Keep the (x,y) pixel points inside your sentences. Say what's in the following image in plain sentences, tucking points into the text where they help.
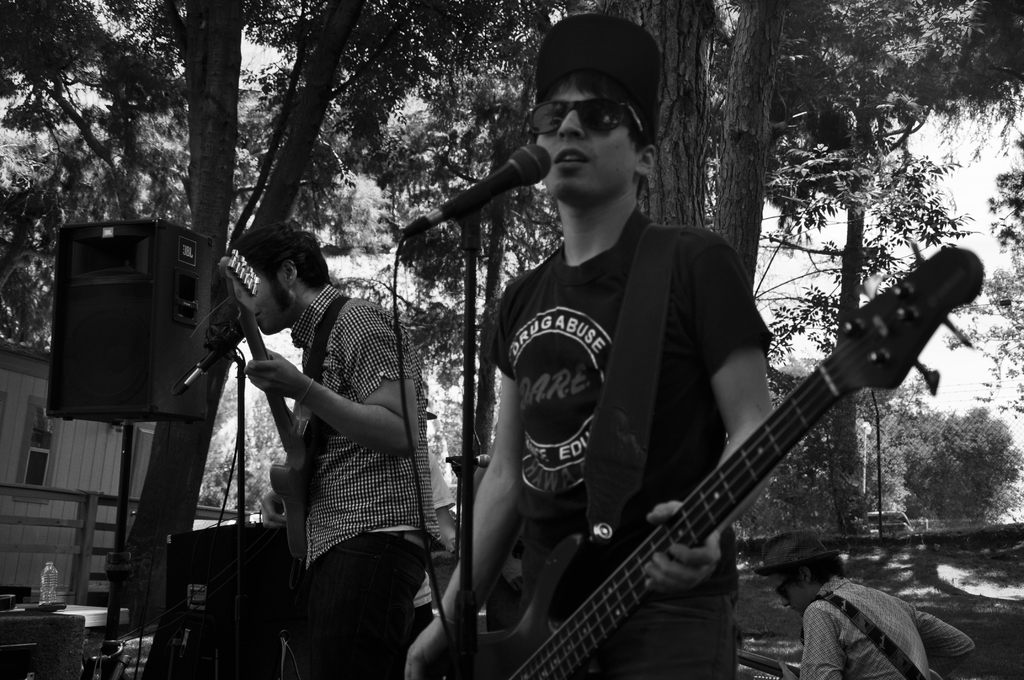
This is the picture of two people (339,498) playing guitars (645,558) in front of the mics (185,383) and around there are some trees (136,70), speaker (118,296) and a person (840,653) behind.
